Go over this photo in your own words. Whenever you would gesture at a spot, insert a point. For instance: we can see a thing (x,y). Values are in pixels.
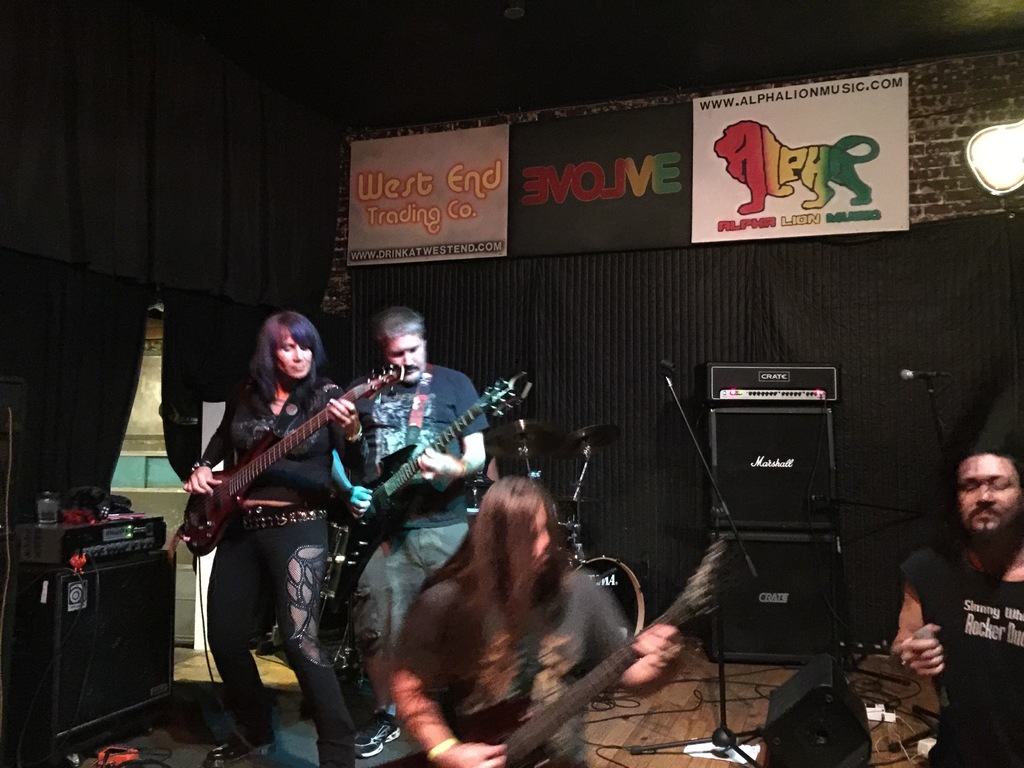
In this image on the back ground (551,291) i can see a wall (549,266) on the wall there are the hoardings (847,157) kept on the wall (608,311). And there is a some text (844,87) written on the hoardings (900,93) and right corner (992,143) i can see a light (988,159) on the wall (1006,205) and i can see there are the persons (445,422) standing playing a music and holding a guitar (309,424) on their hand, and left corner (84,629) i can see a speaker (72,572), on the speaker (55,579) there are some objects (79,519) kept on the speaker (103,624).
